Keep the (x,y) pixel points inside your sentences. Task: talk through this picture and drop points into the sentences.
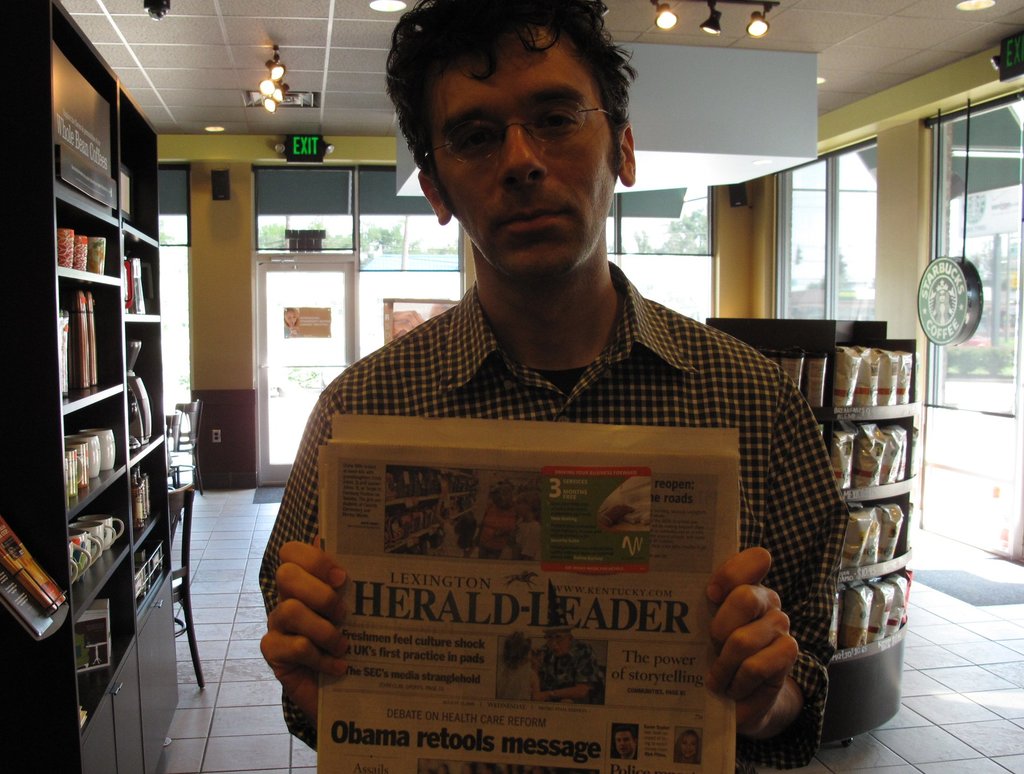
In the image we can see a man (494,409) wearing clothes (546,373), spectacles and he is holding the paper (604,580) in his hands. Here we can see objects (851,521) kept on the shelves (32,346). Here we can see chairs (185,431), lights (280,60) and the floor (200,611). We can even see glass windows (980,441) and out of the windows (437,233) we can see the trees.
